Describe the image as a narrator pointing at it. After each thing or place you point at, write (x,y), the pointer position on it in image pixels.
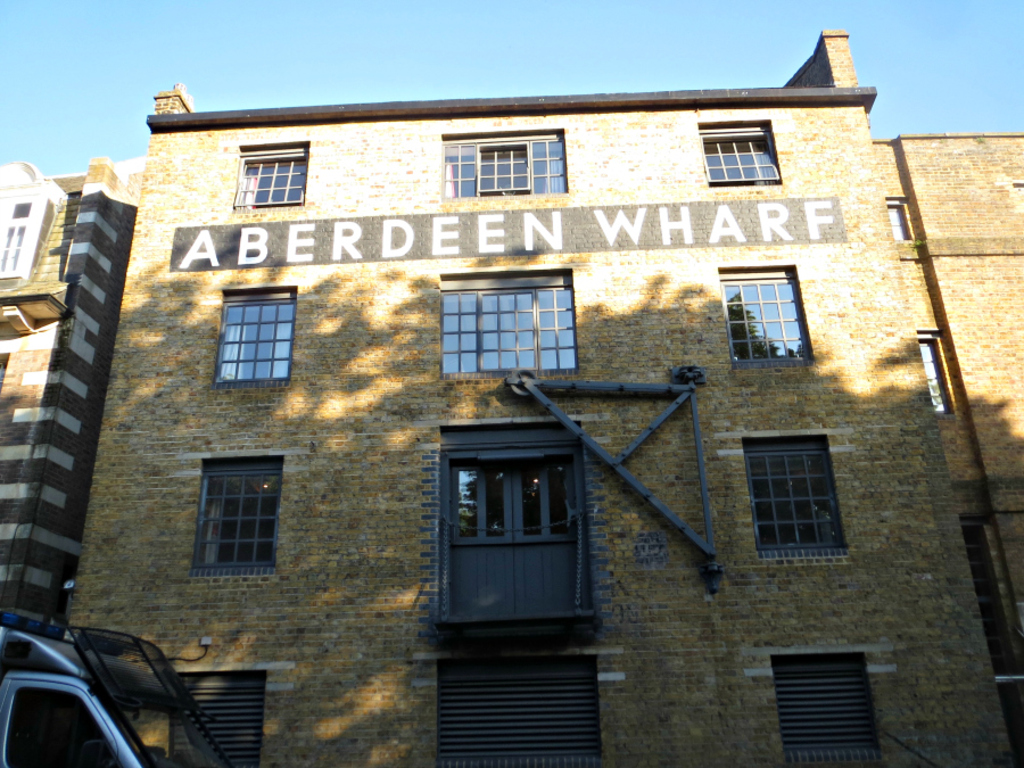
In this image we can see a building (580,359), windows (544,155), sky (542,87) and a motor vehicle (151,673).
